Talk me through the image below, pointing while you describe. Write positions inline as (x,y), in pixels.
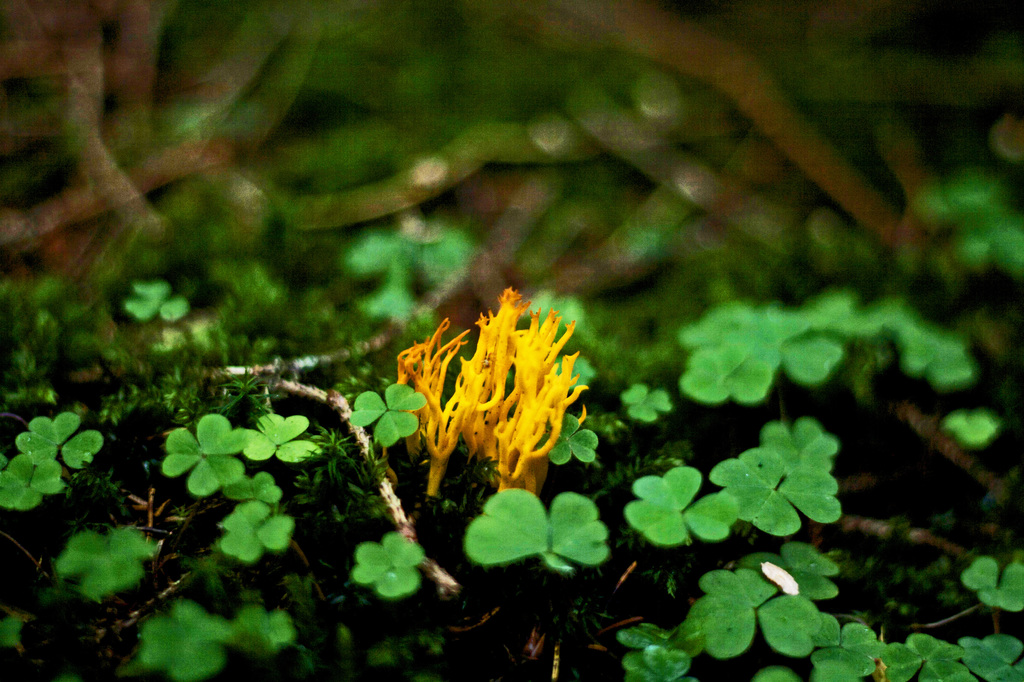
In this image we can see baby plants (733,355) in the soil (468,673).
